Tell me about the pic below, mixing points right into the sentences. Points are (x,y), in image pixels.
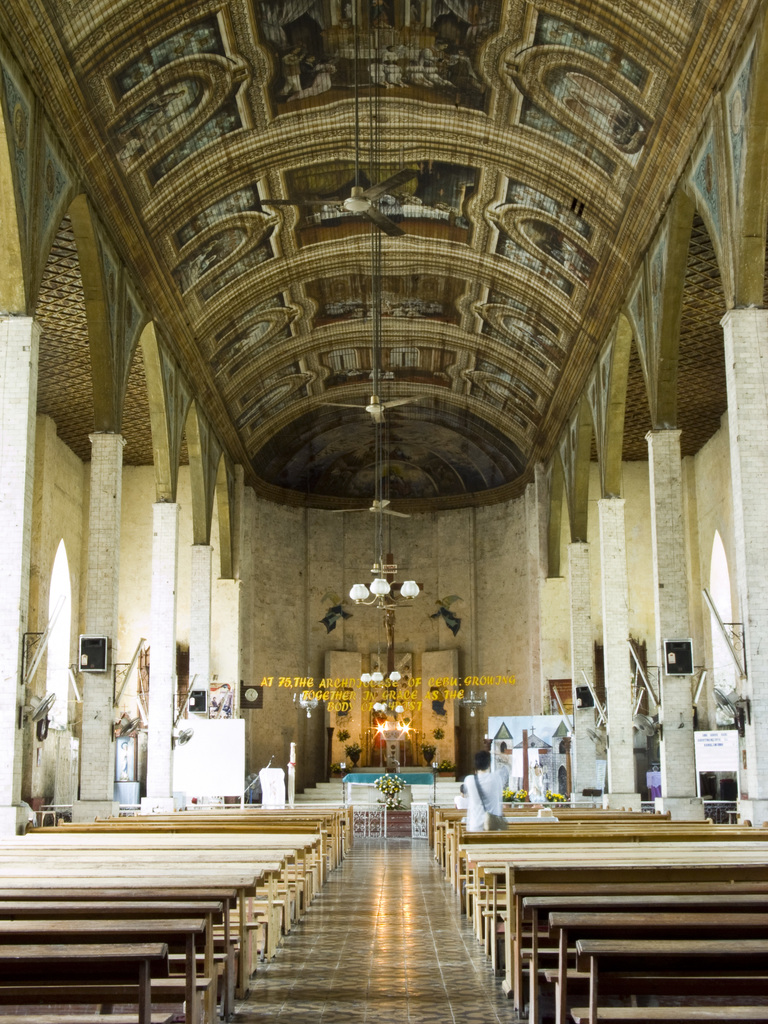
In this picture I can observe benches (604,919) in the bottom of the picture (101,864). There is a chandelier (372,586) hanging in the middle of the picture (386,584). In the background (394,551) I can observe wall (271,588).
